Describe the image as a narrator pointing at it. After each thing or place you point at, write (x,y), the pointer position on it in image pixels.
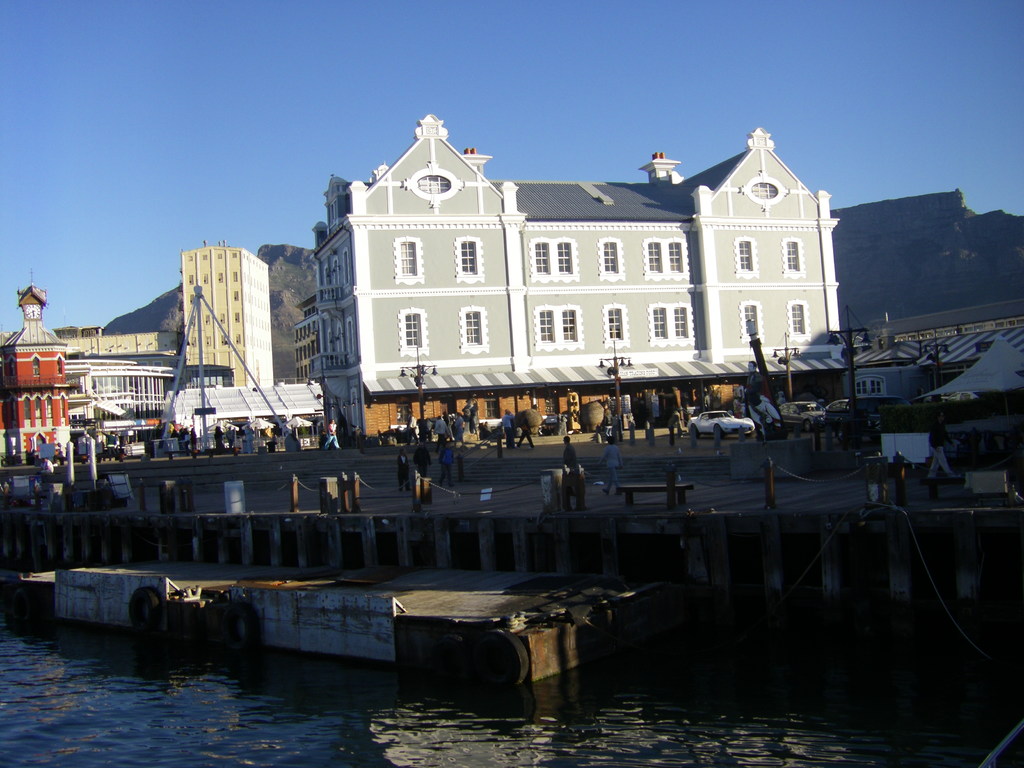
In this image there is water surface (598,667) on that there is an iron sheet (396,626), in the background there are people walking on a road (598,476) and there are houses (416,330) and the sky (101,109).
